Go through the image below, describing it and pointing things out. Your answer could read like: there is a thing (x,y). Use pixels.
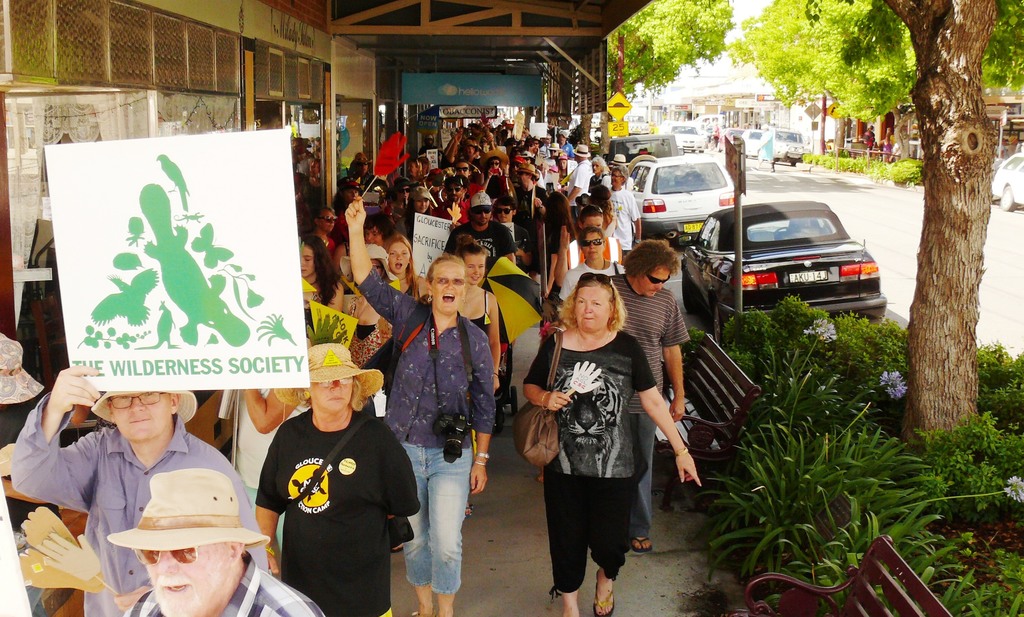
In this picture I can observe some people (24,493) walking in this path (397,566). Some of them are holding boards (238,243) in their hands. There are men (503,216) and women (323,297) in this picture. On the right side (714,226) there are some cars (687,207) parked on the road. I can observe some plants (871,165) and trees (773,61). In the background (764,105) there are buildings (728,119).
